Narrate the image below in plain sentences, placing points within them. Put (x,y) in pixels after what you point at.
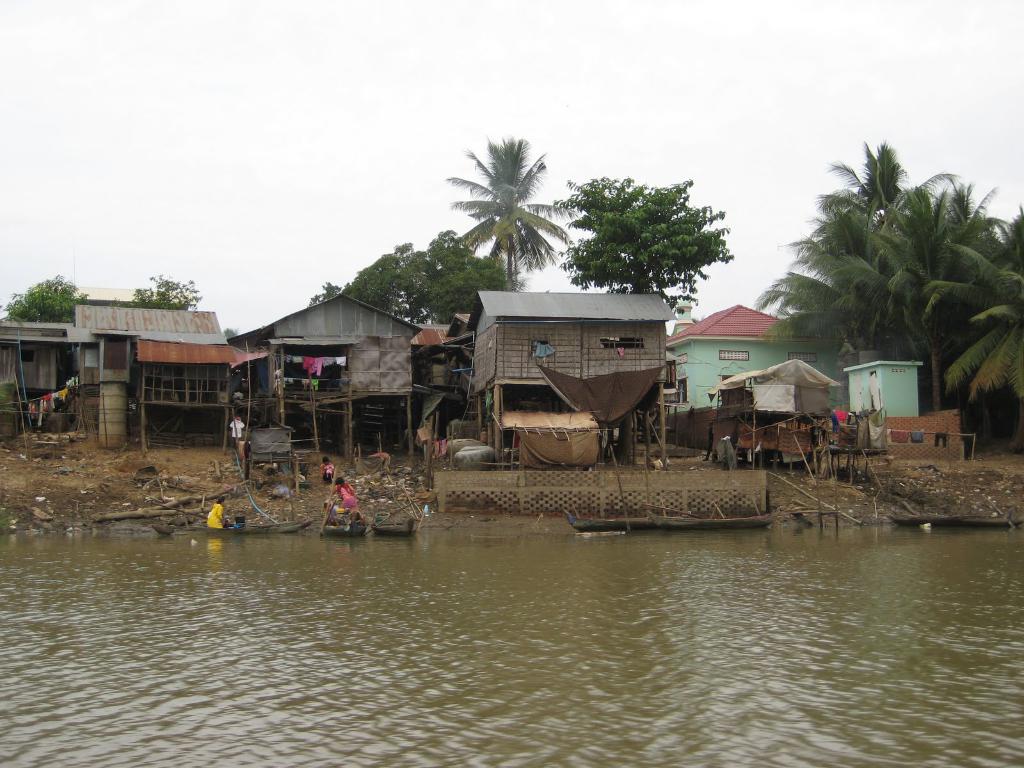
At the bottom of the image (415,633) there is water (293,550). There are people (355,510). In the background of the image (516,420) there are houses (757,358), trees (552,219), sky (442,215).
